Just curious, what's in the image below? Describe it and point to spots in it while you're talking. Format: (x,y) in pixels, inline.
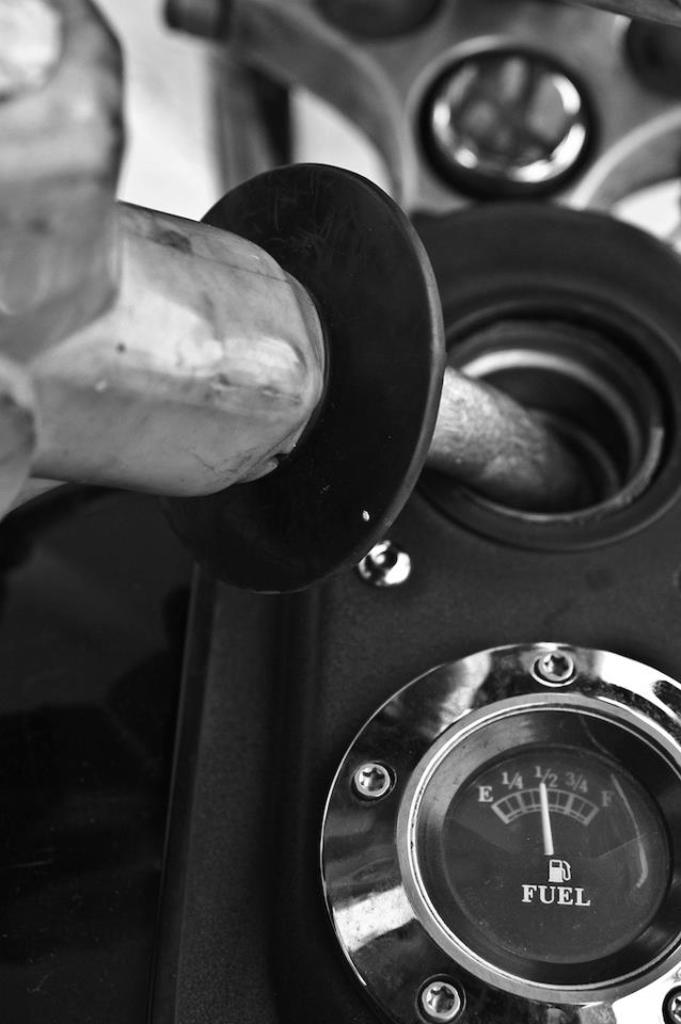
This is a black and white image in which we can see a pipe (139,374) in a motor vehicle (644,481) and a fuel gauge (506,918).
